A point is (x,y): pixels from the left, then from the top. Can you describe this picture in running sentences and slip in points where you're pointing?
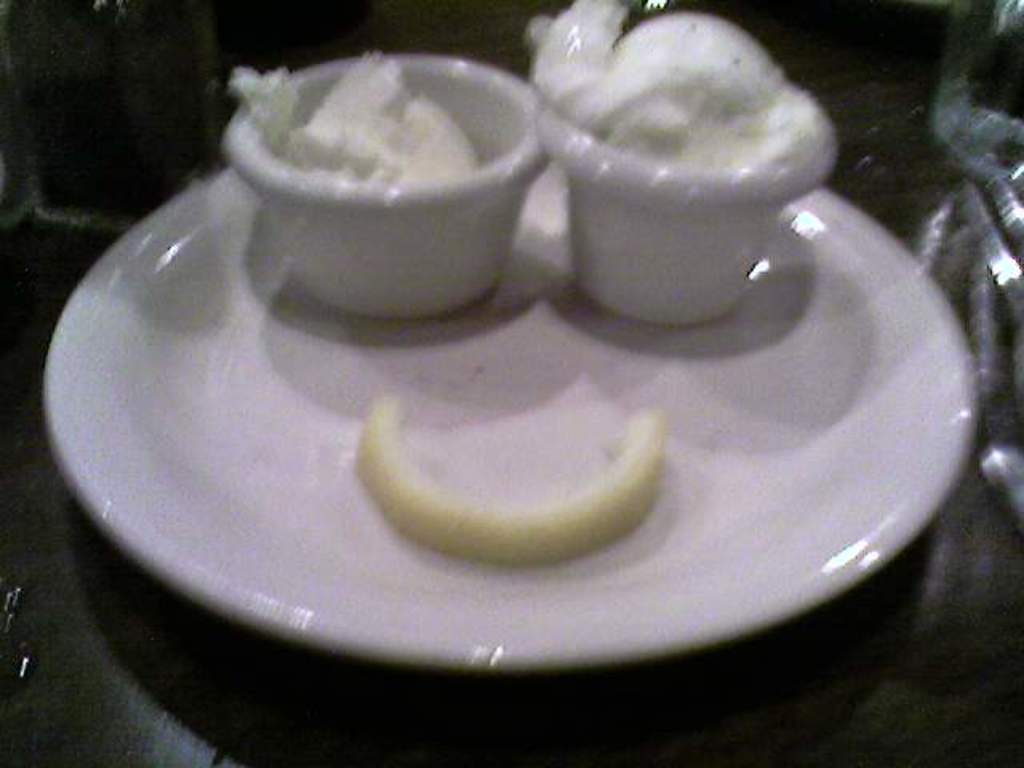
In the image there is a plate (841,344). In the plate (540,276) there are bowls (451,95) with food items (609,64) in it. And also there is an item (654,487) in the plate (426,451).
